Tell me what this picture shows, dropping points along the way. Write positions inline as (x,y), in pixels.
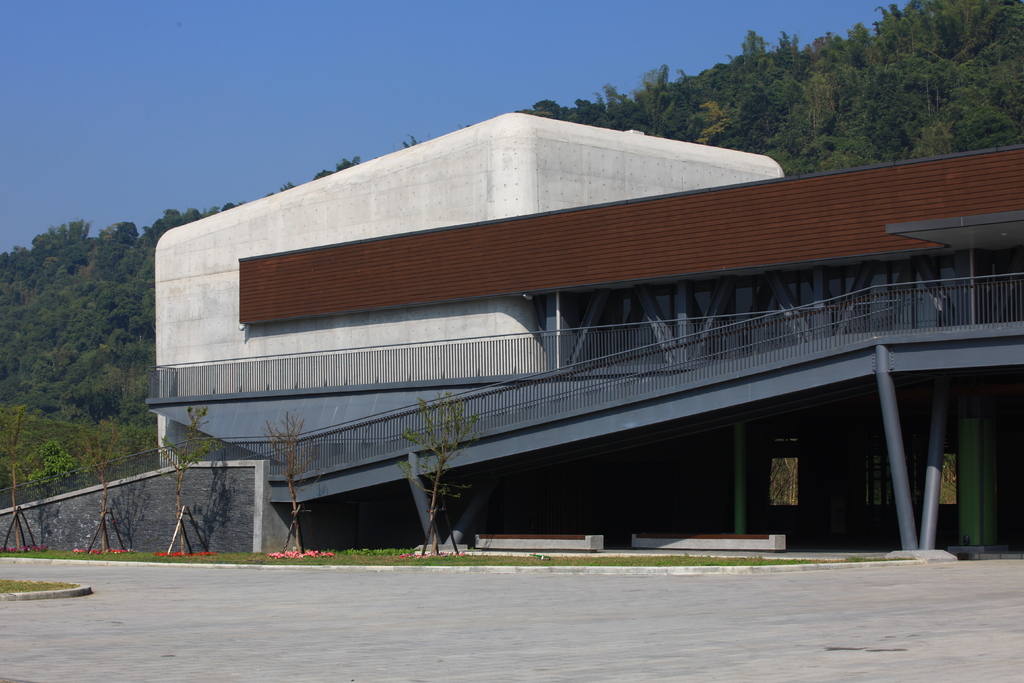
At the bottom of the image (634,602) there is road (428,621). There is a building (604,480). In the background of the image (858,74) there are trees (91,247) and sky (198,108).
